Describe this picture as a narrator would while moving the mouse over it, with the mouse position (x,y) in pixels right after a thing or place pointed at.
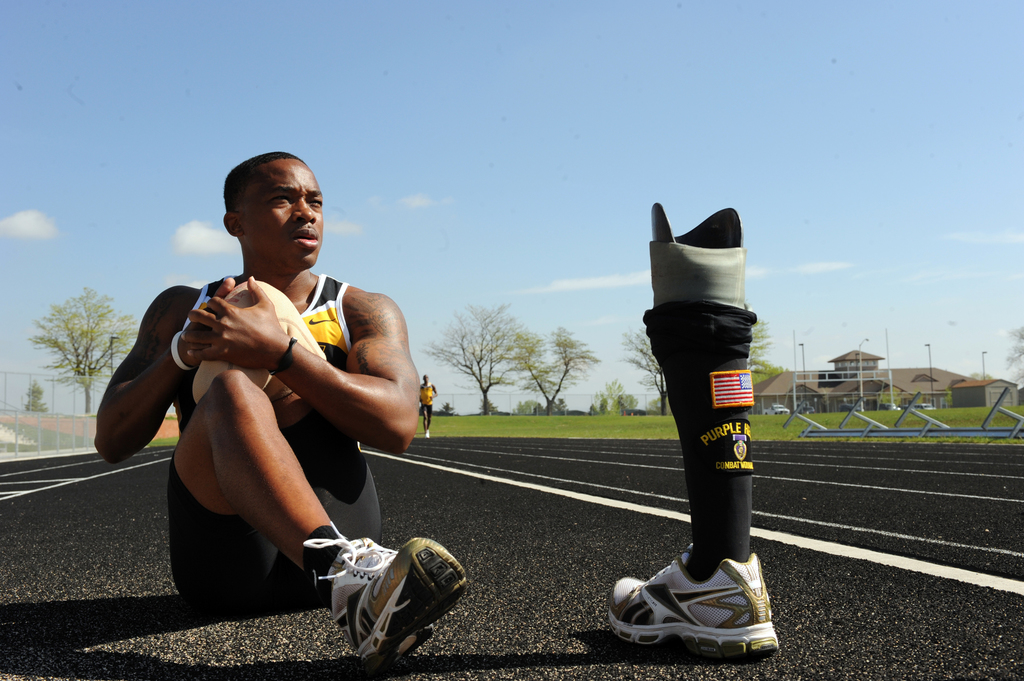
There is an athlete (177,381) sitting on the road (326,648) he is handicapped, he kept his artificial limb (687,363) beside him and behind the athlete (412,416) another person (428,395) is running on the road (547,468) and in the background (652,363) there is a house (918,384), grass (615,423) and many trees (535,410).
